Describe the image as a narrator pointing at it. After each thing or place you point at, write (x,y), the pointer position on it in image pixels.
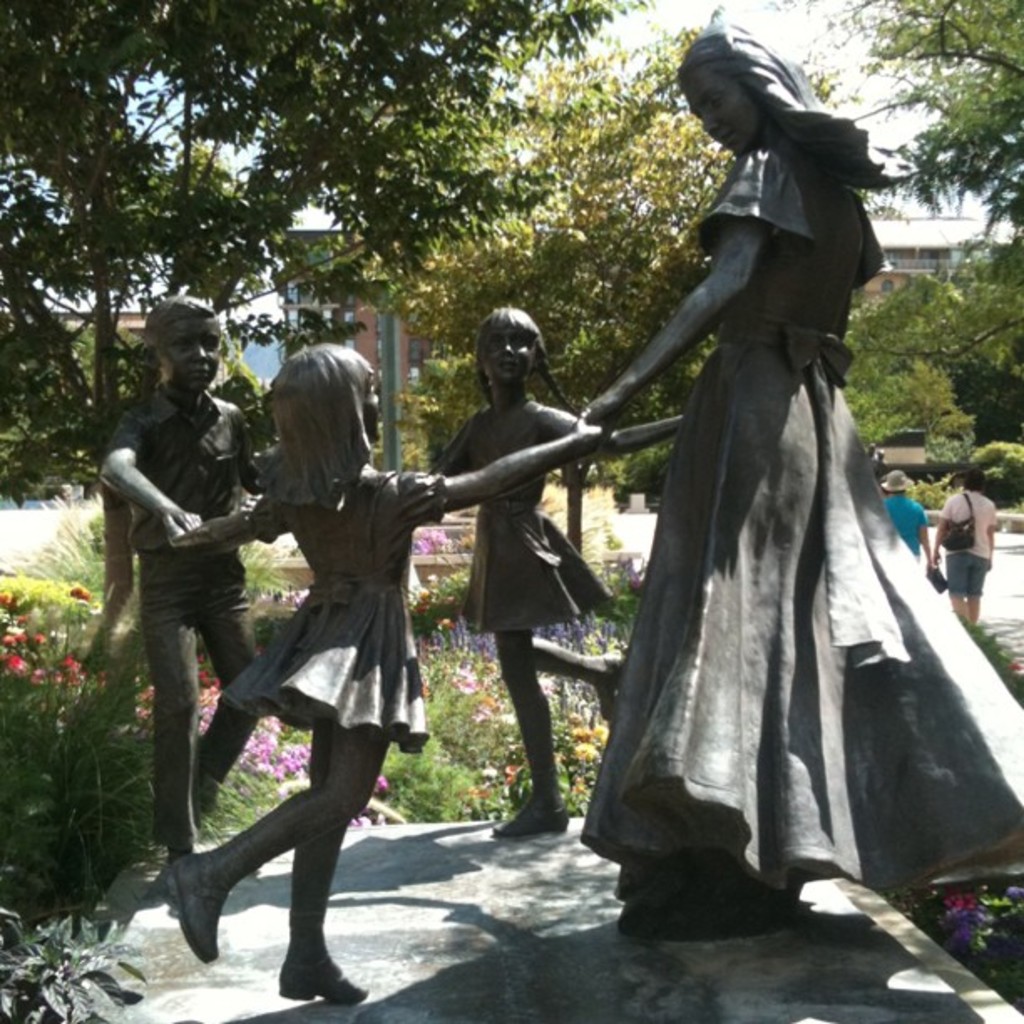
In this image we can see the depiction of a woman (758,472) and also kids (230,454). We can also see the flower plants (144,773), trees (424,258), road (984,601), path (1006,587) and also the pole (398,389). We can also see the houses (948,258) in the background (948,258). Sky (881,115) is also visible.
